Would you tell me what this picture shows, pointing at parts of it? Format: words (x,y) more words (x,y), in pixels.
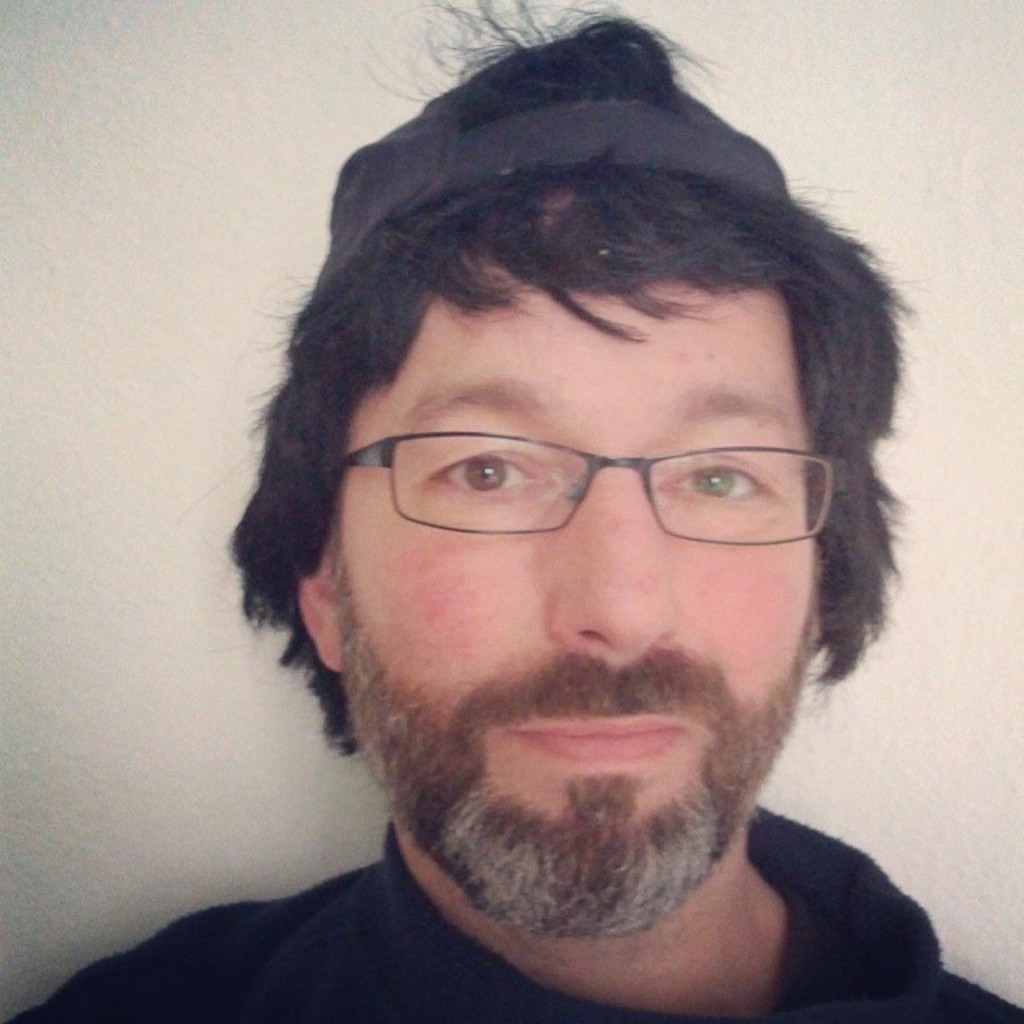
Here I can see a man (523,835) wearing a black color dress (374,979), spectacles (422,488), cap (714,133) on the head (412,300) and looking at the picture. At the back of this man (460,717) I can see the wall (124,589).
